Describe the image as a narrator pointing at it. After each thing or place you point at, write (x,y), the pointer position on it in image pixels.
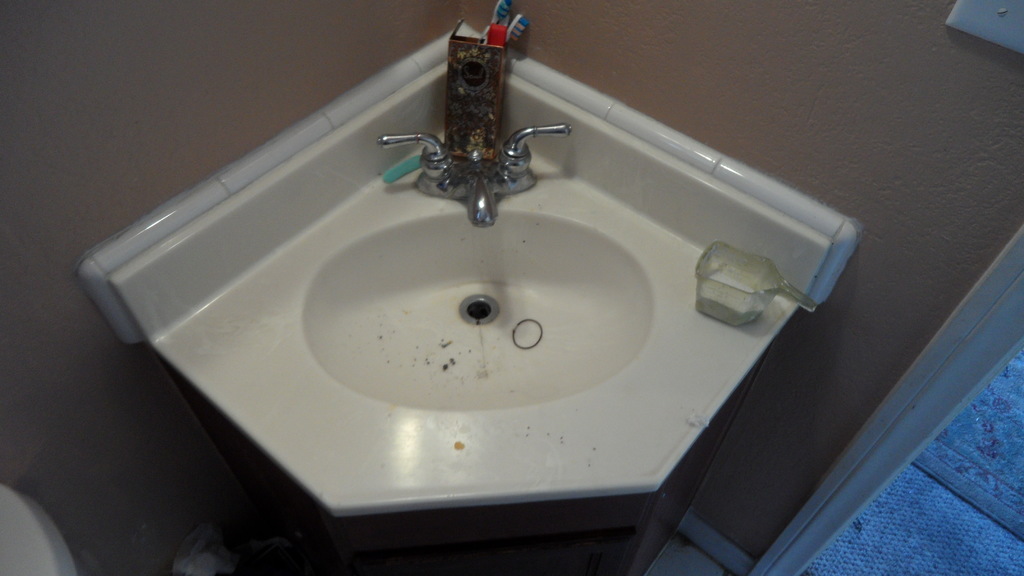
In the image we can see there is a handwash sink (449,342) and there are brushes (492,32) kept in the stand (477,45). There is a mug (737,285) kept on the hand wash sink (681,357) and there is a door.
